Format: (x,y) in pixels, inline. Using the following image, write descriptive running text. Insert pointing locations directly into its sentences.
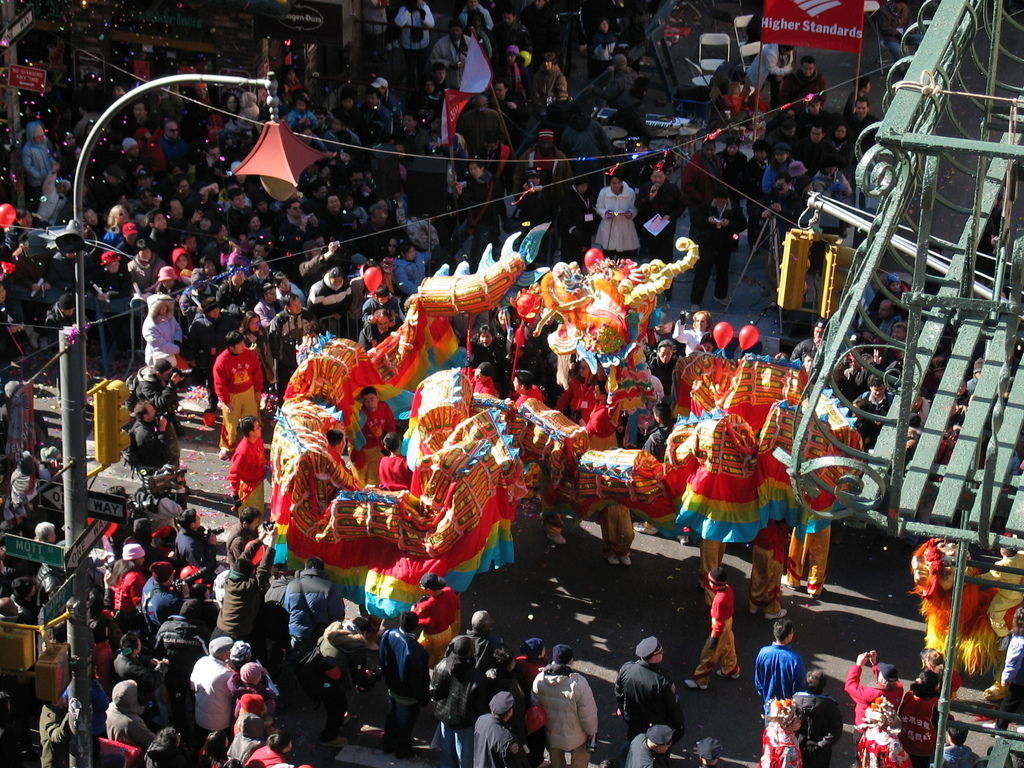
In this image there are a group of people (459,612) some of them are wearing some costumes (504,468), and dancing and on the right side (909,420) there is a railing (879,126). And on the left side (65,458) there is a pole (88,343) and light (246,175), and in the background (710,42) there are some chairs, boards (793,42), buildings (237,22), lights (783,288) and some objects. And at the bottom (689,639) there is a road (714,699).
